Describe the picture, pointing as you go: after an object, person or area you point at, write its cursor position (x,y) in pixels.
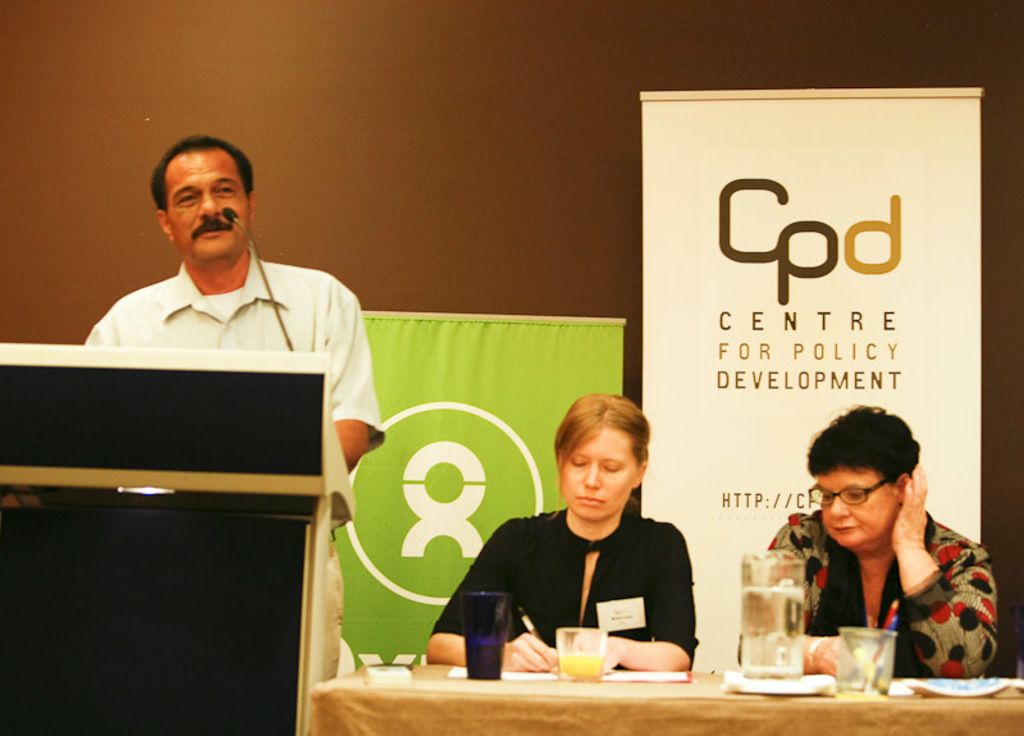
As we can see in the image there is a wall (436,140), banner (763,265). On the right side (908,577) there are two people (636,534) sitting on chairs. In front of them there is a table (703,702). On table (484,698) there are glasses (594,676) and papers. The man (207,173) who is standing on the left side (169,196) is wearing white color shirt (198,304) and in front of him there is a mic (239,224).
